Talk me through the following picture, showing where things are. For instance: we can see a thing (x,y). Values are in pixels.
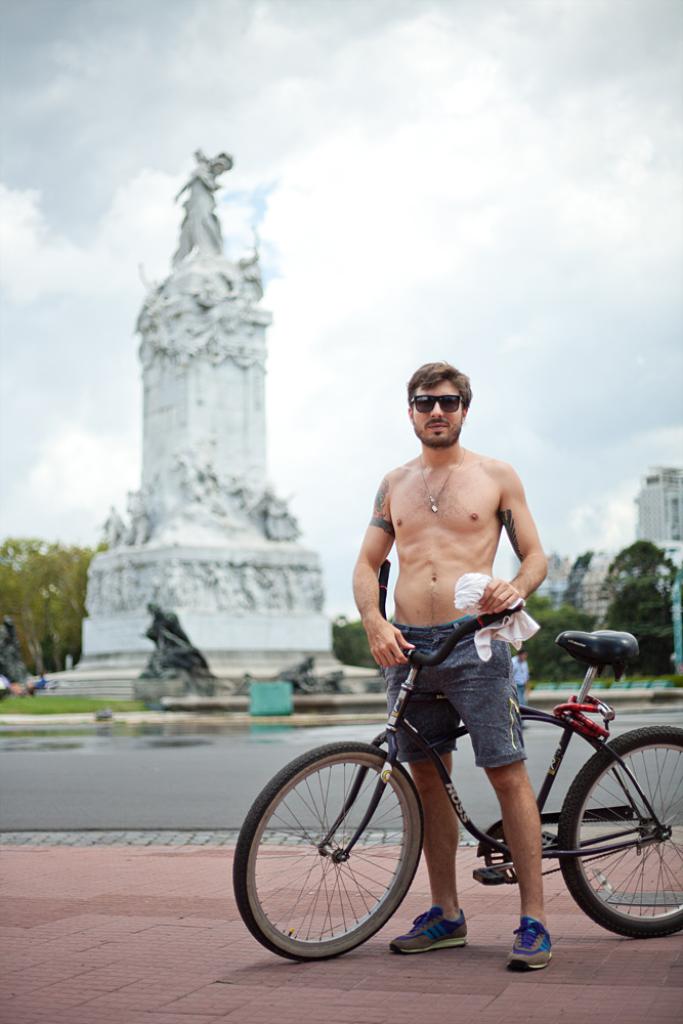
A person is holding bicycle (256,809) in his hand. Behind him there is a statue (104,579), trees (642,600), buildings (653,473) and cloudy sky (499,242).
